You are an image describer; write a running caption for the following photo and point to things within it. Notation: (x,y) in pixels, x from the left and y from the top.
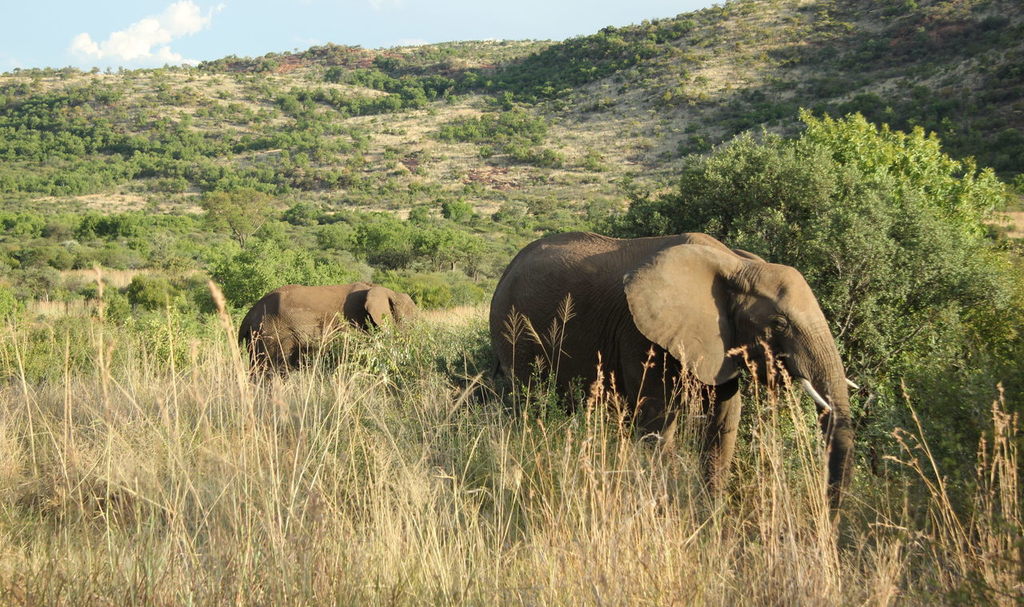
In this picture we can see two elephants (334,321) standing here, at the bottom (453,482) there is grass (404,500), we can see a tree (817,291) here, there is the sky (270,45) at the top of the picture (269,27).
